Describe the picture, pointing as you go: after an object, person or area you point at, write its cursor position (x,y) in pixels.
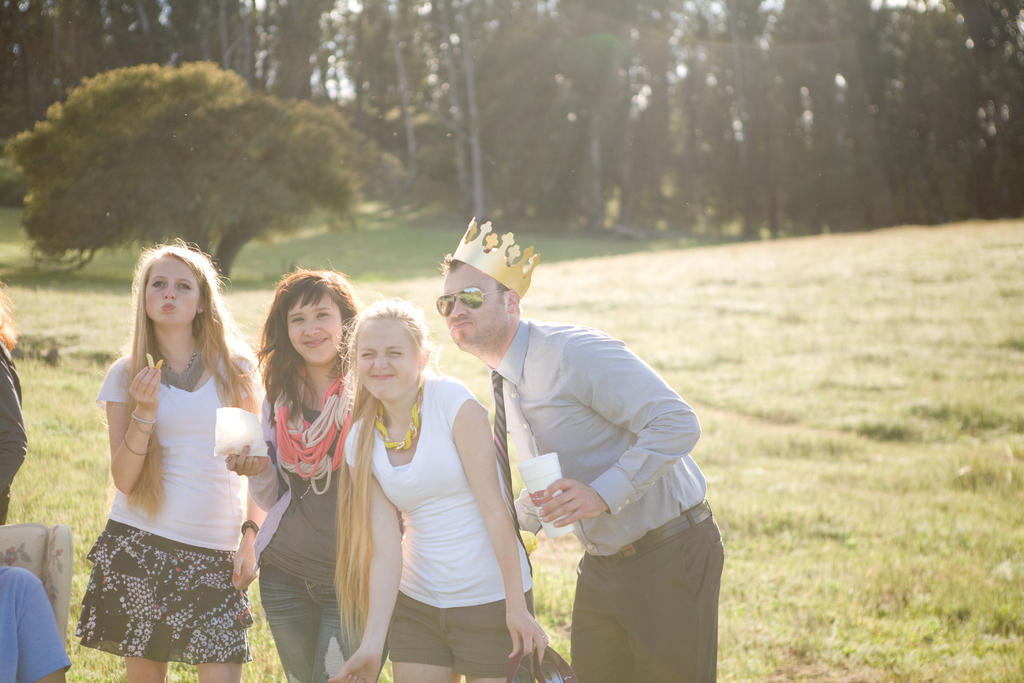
In this picture there are four persons (455,496) standing on a greenery ground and holding an object (545,459) in their hands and there are trees (478,90) in the background (454,109).
